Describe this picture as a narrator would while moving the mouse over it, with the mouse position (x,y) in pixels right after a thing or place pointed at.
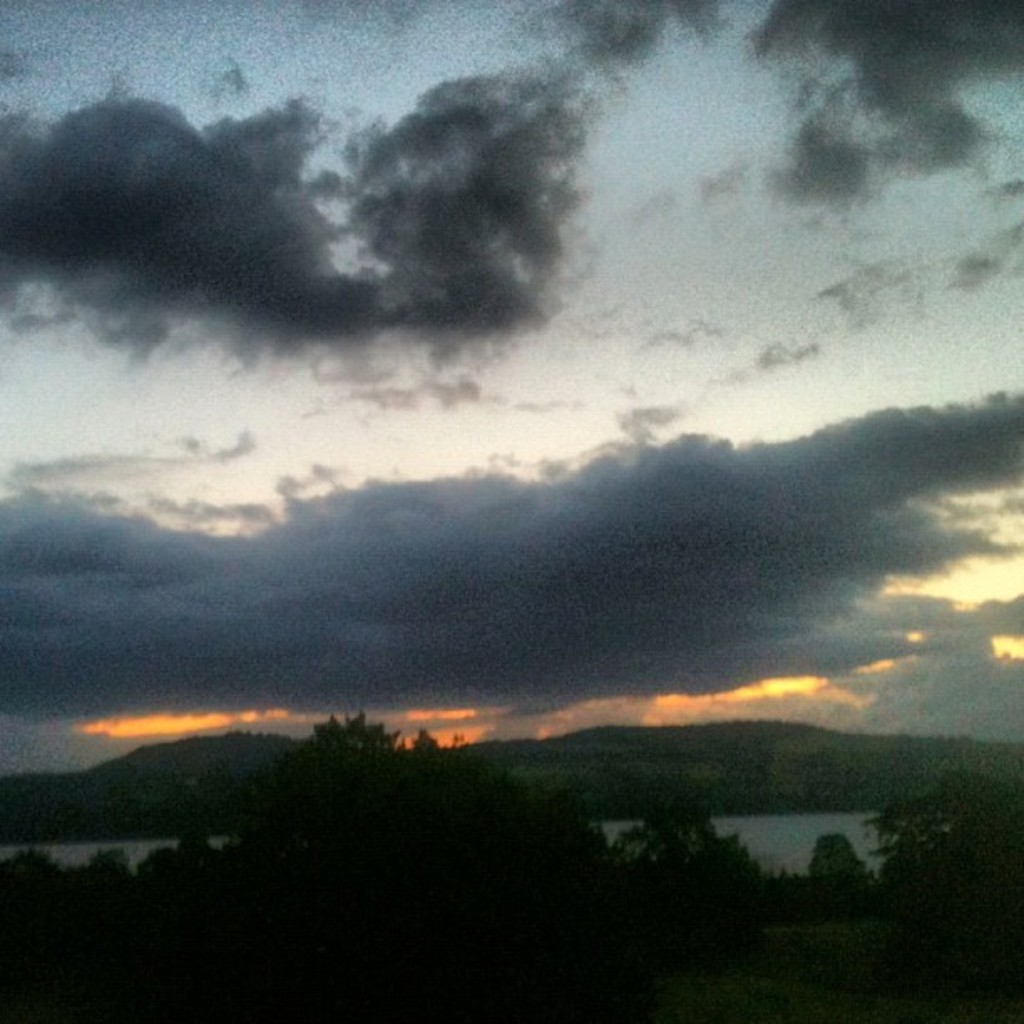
In the picture I can see trees (380,847), lake (804,817) and clouded sky (389,601).
